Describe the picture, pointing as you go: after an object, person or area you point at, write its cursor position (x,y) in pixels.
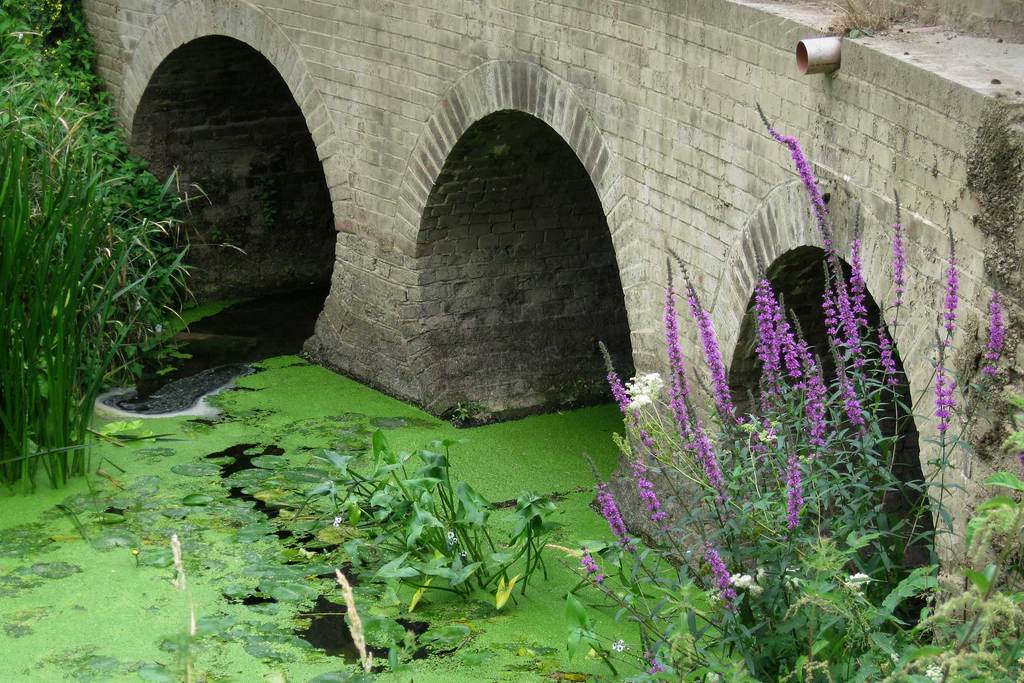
At the bottom (227,533) I can see the water (320,640). On the water (206,627) there is green algae (145,569) and there are some plants (478,532) along with the flowers (633,407). At the top of the image (541,157) there is a bridge (485,135).
